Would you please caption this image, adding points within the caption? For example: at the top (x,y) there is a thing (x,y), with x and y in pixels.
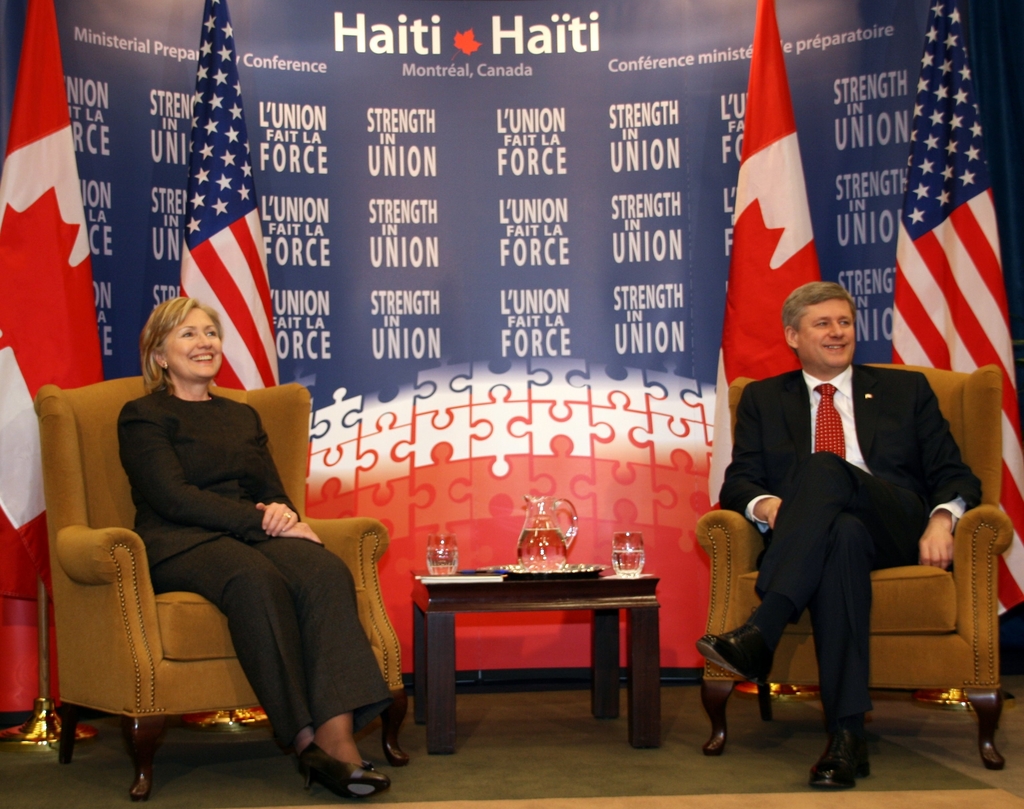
In the image there is a man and woman (231,521) sat on chair (995,651) in front (543,521) there is a table (628,596) with water jug (543,502) and in background (229,243) there are flags (778,230).
